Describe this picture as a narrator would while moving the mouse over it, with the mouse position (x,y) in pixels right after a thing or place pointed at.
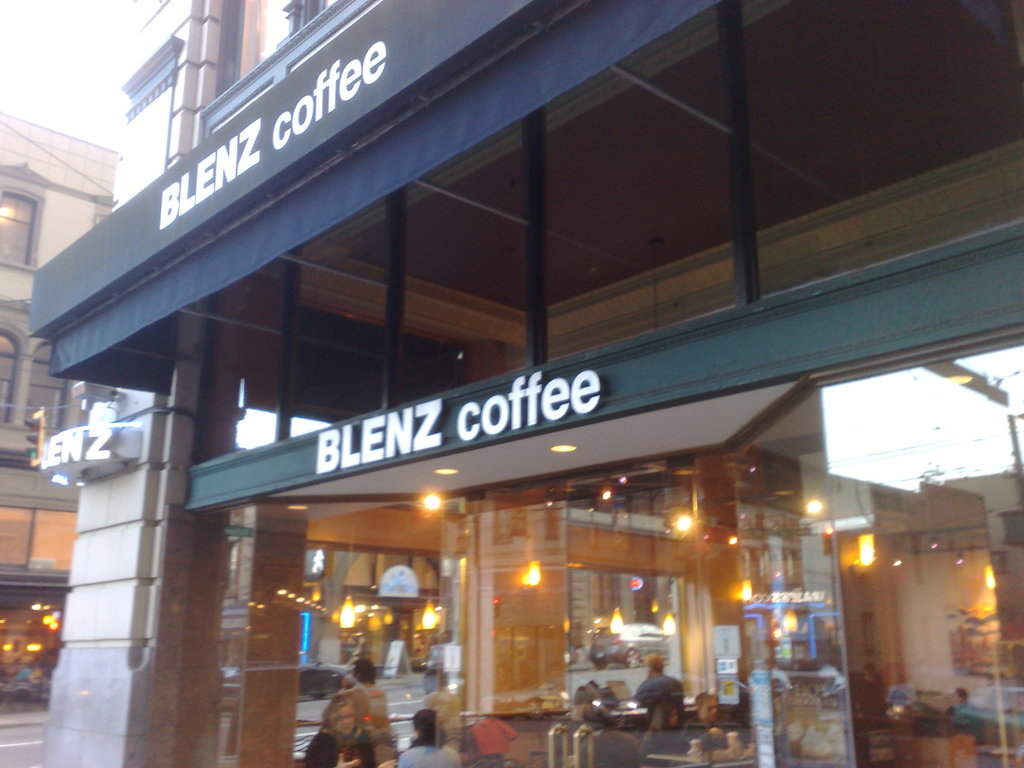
Here in this picture we can see a store (220,405) present over there and we can see a hoarding (115,283) also present on the building (386,509) over there and beside that also we can see buildings (27,222) present and we can see windows (14,250) of it and in the front (437,733) we can see people (445,721) sitting in the store (506,722) and we can see lights (528,583) present here and there.
